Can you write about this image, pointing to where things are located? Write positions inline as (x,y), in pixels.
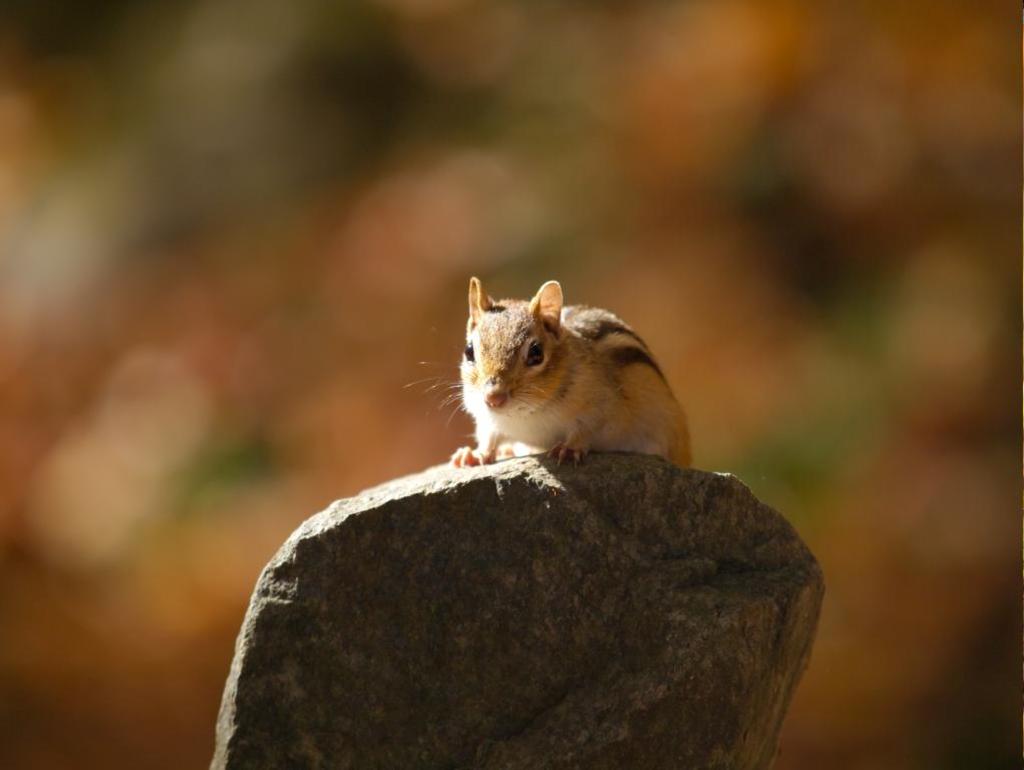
In the middle of the image (544,473) there is a stone (516,565). On the stone (580,481) there is a squirrel (473,338). And there is a blur background (767,29).
